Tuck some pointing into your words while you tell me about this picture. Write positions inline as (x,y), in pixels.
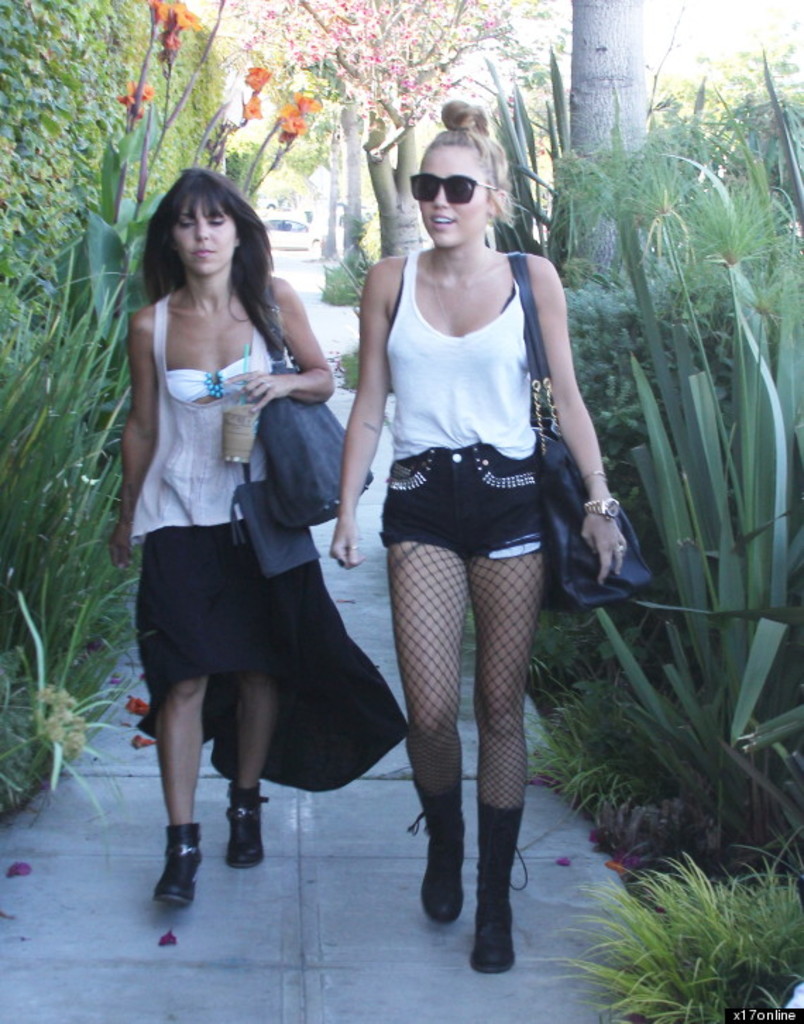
Here I can see two women (278,612) wearing bags (576,559) and walking on the floor (262,953). The woman (217,426) who is on the left side (242,422) is holding a glass (233,411) in the hand (252,388). On the right (674,378) and left side of the image (84,336) there are many plants (4,424). In the background (348,116) there are many trees (301,53).
